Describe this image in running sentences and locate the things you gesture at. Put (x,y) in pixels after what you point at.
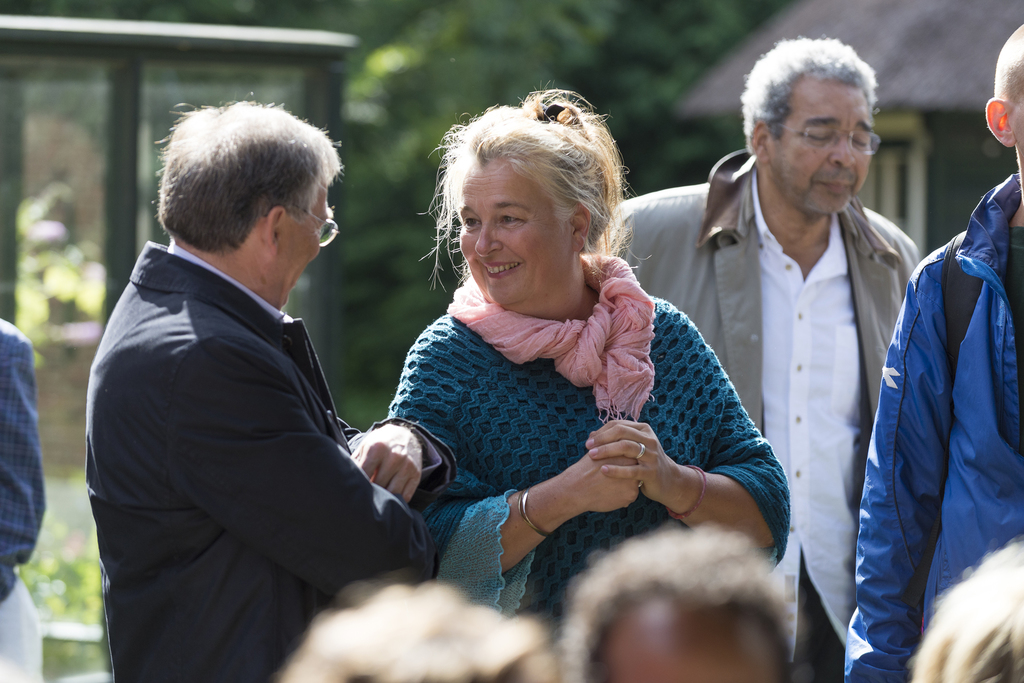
In this image we can see group of persons (520,442). Behind the persons (674,247) we can see a hut (904,165), plants (378,324), trees (353,303) and a glass object (206,100). The background of the image (361,292) is blurred.
